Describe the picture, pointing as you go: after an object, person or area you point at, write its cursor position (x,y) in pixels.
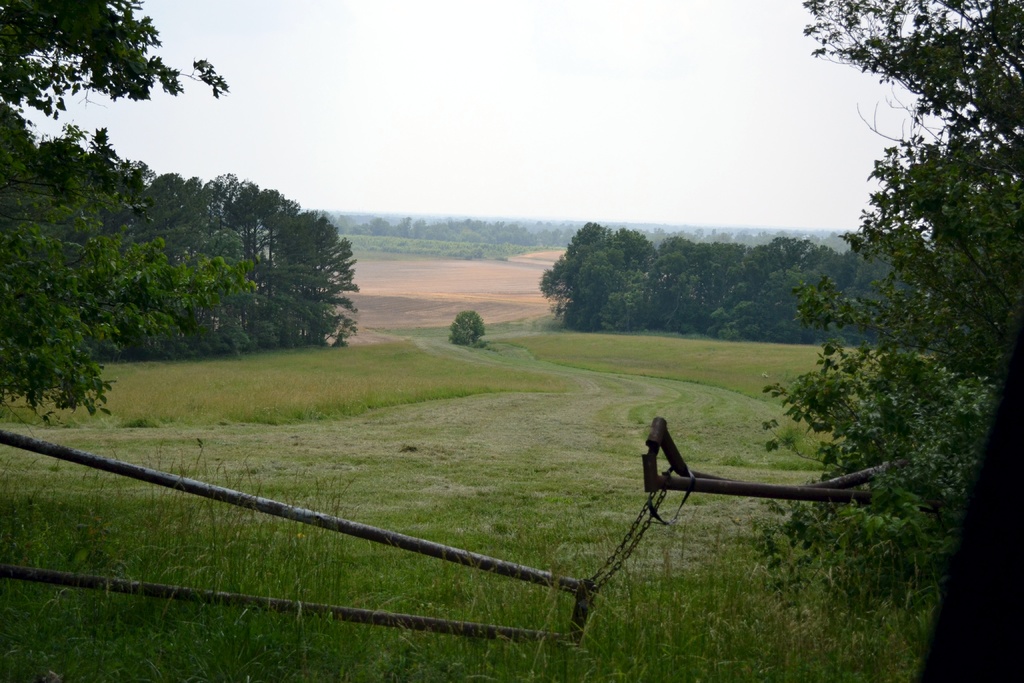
In this image, I can see the trees (620,281) with branches (673,295) and leaves (796,300). This is the grass (593,555). It looks like an iron object (426,544). Here is the sky (328,111).
